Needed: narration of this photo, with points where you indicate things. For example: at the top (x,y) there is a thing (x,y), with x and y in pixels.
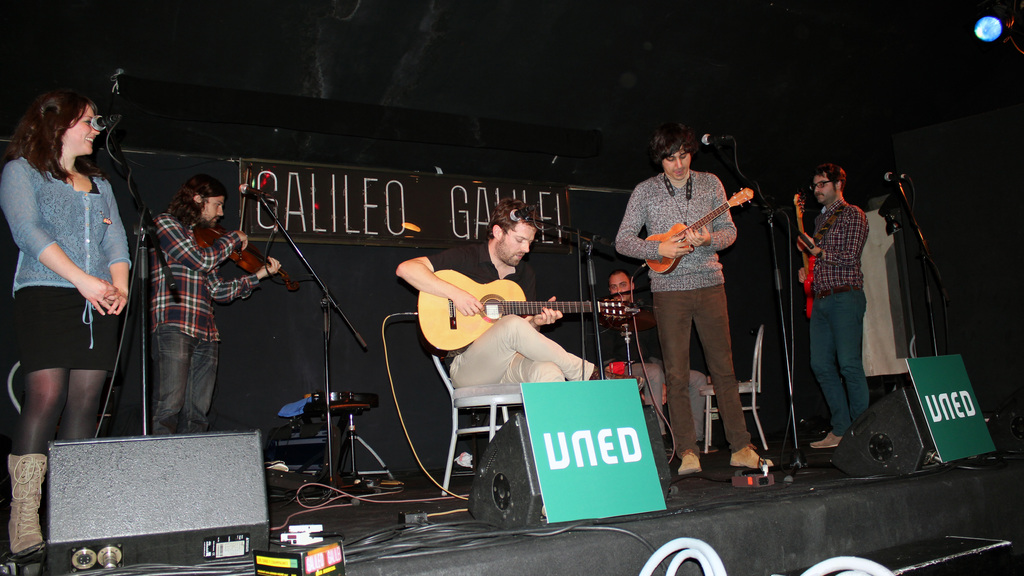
This picture shows few people (237,291) playing instruments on the dais (318,529) and a woman (24,270) singing with the help of a microphone (105,127).
